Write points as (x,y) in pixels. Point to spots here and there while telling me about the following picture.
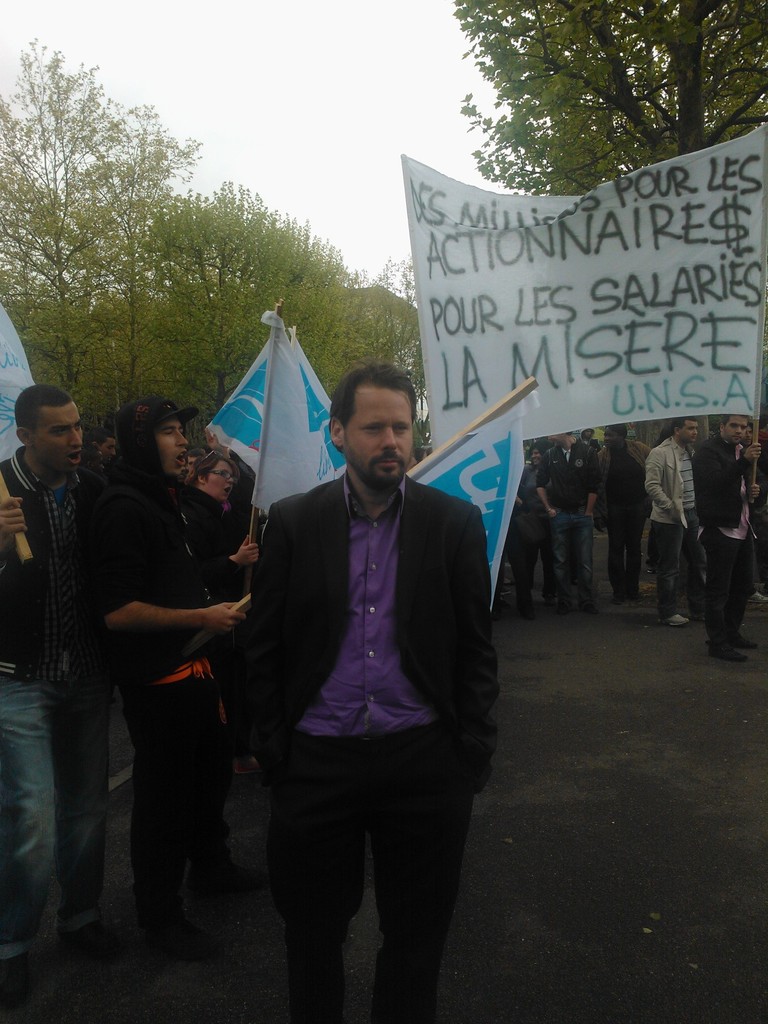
In this image there are a group of people (61,489) who are standing, and they are holding some placards (436,377). And on the placards (477,269) there is text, and at the bottom (137,961) there is walkway (543,770). And in the background (348,277) there are trees (611,143), at the top (333,133) there is sky (311,100).
